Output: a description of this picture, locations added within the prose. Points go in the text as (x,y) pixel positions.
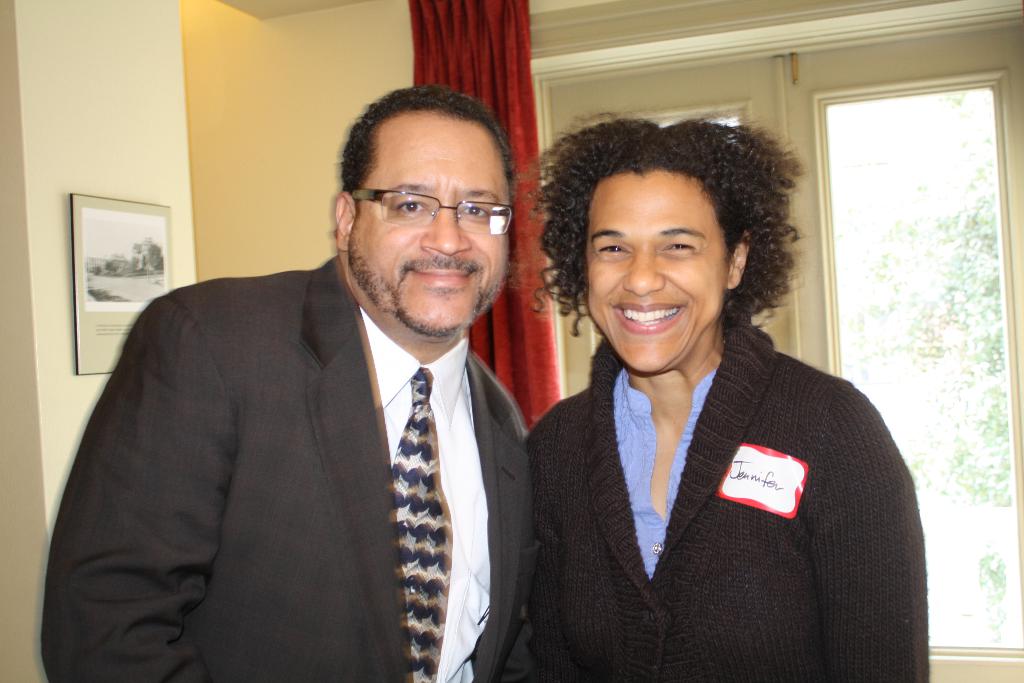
In this image I can see two people (377,583) with different color dresses (445,521). I can see one person (436,313) wearing the specs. In the background (119,319) I can see the board (88,305) to the wall (227,148). I can also see the maroon color curtain (486,75) to the window (716,105). I can see the trees (906,308) through the window (919,293).
